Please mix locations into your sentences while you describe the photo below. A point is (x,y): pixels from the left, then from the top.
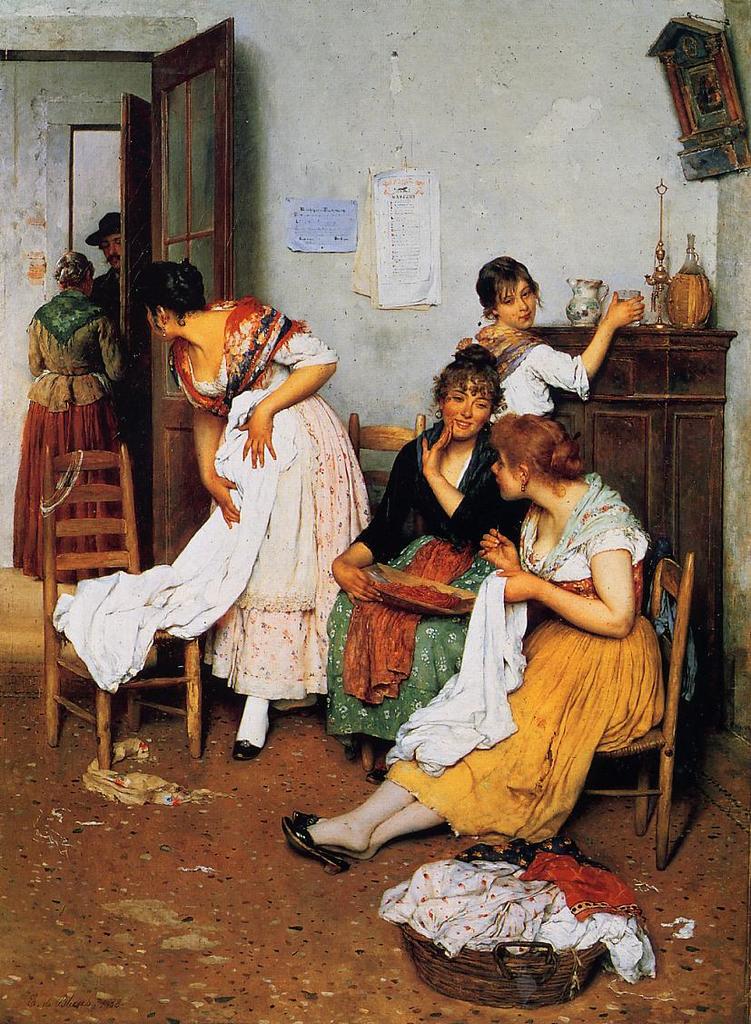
In this image there are group of persons (592,556) standing and sitting. In the front (474,879) on the ground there is a basket (548,963) and on the basket (553,962) there are clothes (525,907). In the background (205,243) there is a door (193,245) and there are papers (399,204) hanging on the wall (637,121) and there is a clock (719,91) on the wall (637,258). In front of the wall (629,253) there is a cupboard (652,389) and on the cupboards (655,366) there are objects (587,295) which are white and brown in colour and there are empty chairs (129,517).
